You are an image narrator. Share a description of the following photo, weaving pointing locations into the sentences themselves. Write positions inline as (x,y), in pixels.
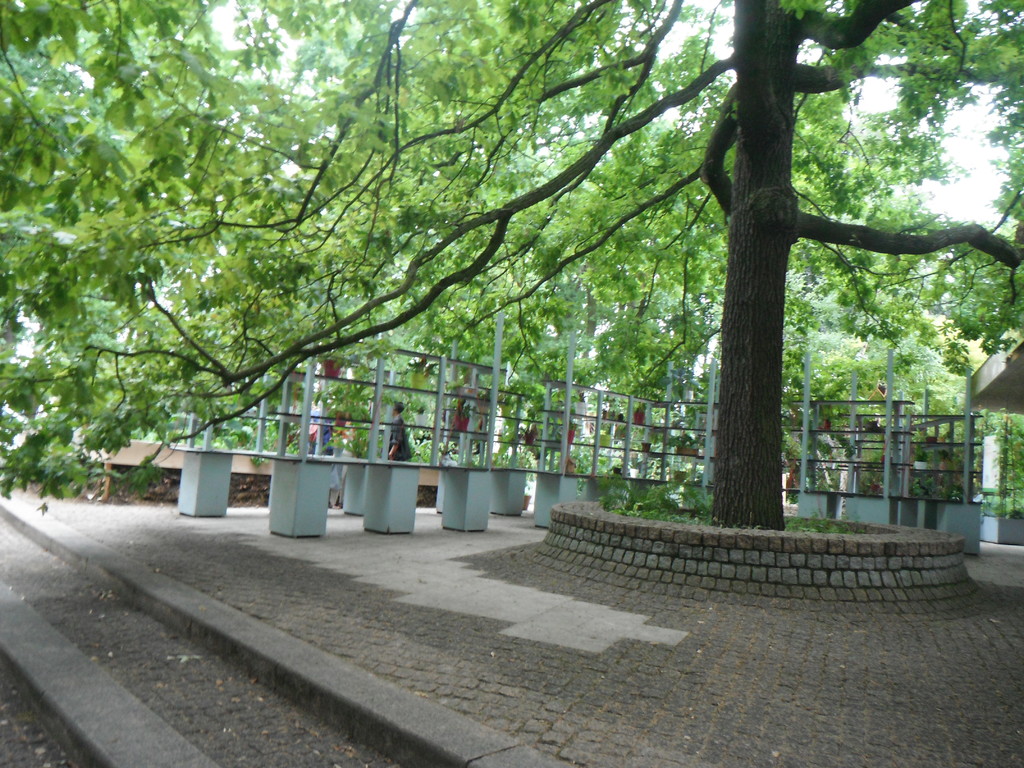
In this image we can see a tree (724,518). Beside the tree (769,509) we can see few plants (625,513) and a wall (611,522). Behind the tree (764,478) we can see the poles (302,426), persons (314,421) and a group of trees (895,292). At the top (702,5) we can see the sky (716,5). On the right side (982,371), we can see a roof (982,407).
